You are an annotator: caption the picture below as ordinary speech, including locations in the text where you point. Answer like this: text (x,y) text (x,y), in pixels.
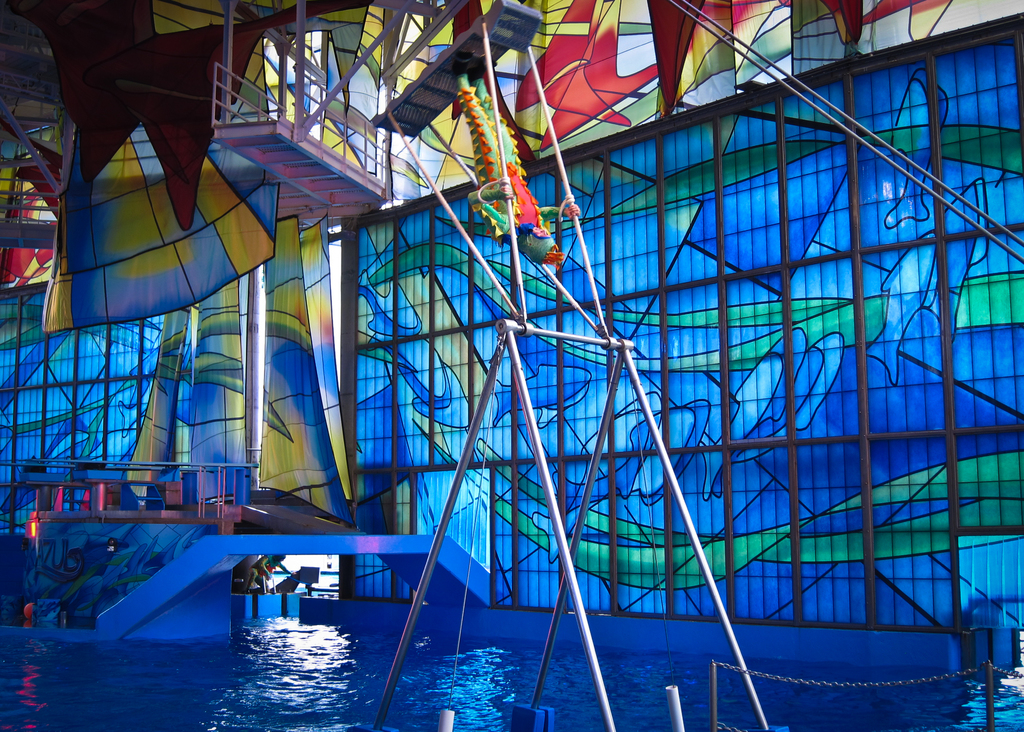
At the bottom of the image (308,683) we can see water (356,677) and the fence (1010,672). In the middle of the image (508,306), we can see metal objects (460,49) and ropes (502,142). In the background (919,127), we can see a wall (879,241), railing (155,469) and metal objects (275,103).
